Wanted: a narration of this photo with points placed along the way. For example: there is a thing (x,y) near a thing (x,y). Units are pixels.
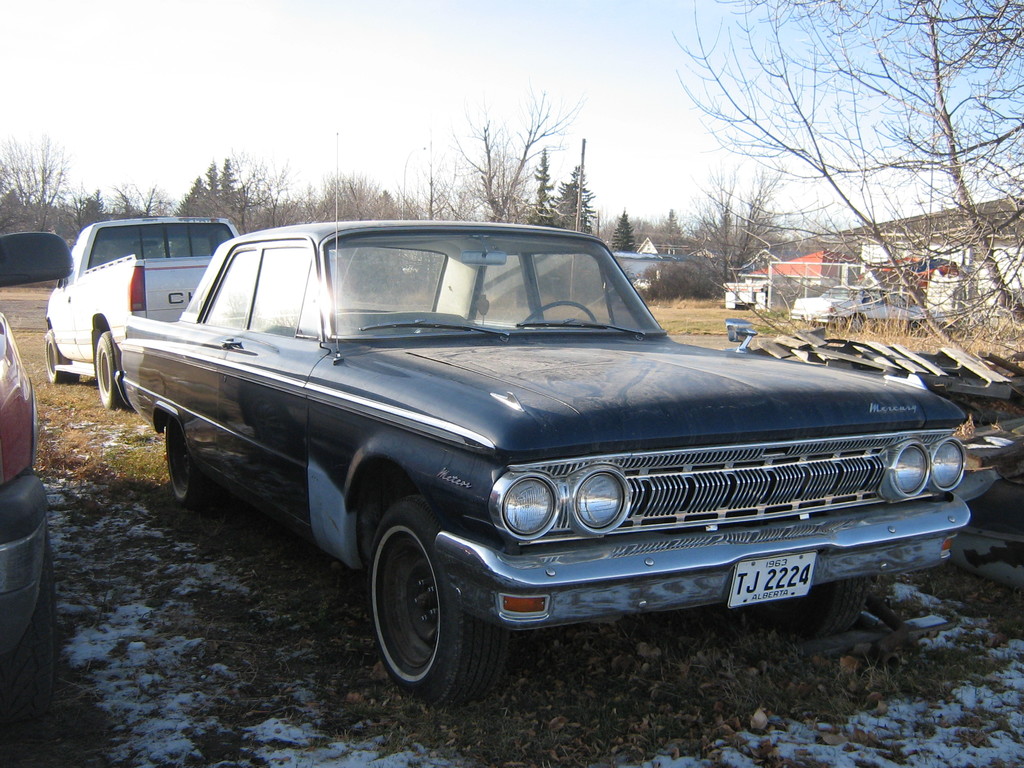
In the image there are two cars (302,346) and two trucks (112,280) on the grassland (311,621) and in the background (118,198) there are trees (339,207), on the right side (763,261) there are homes (786,271) and above its sky (372,57).
